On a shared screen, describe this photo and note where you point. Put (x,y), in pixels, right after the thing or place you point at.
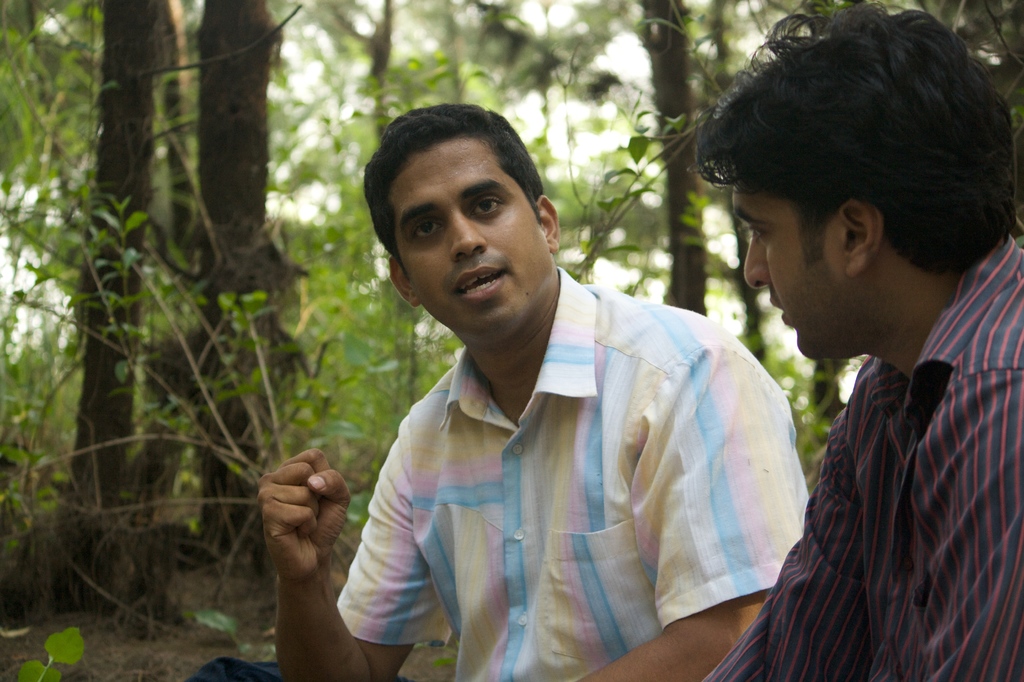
In this image we can see two men (493,335). On the backside (298,440) we can see the bark (280,344) of the trees (324,321), a group of trees (324,329) and the sky (324,193).
